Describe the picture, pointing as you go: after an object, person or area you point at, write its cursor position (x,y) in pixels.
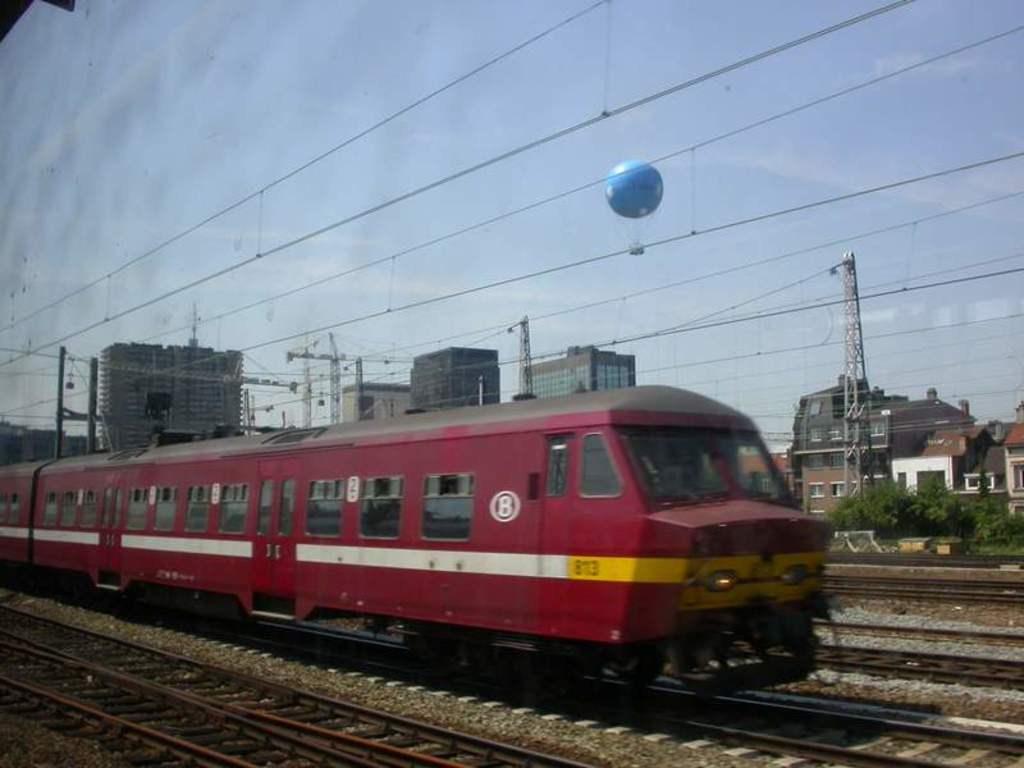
In this image we can see the train (526,562) and there are railway tracks (840,625). And at the side, we can see there are buildings (588,370), trees (933,520), antennas (834,270) and balloon (616,191) flying in the sky (554,169).
